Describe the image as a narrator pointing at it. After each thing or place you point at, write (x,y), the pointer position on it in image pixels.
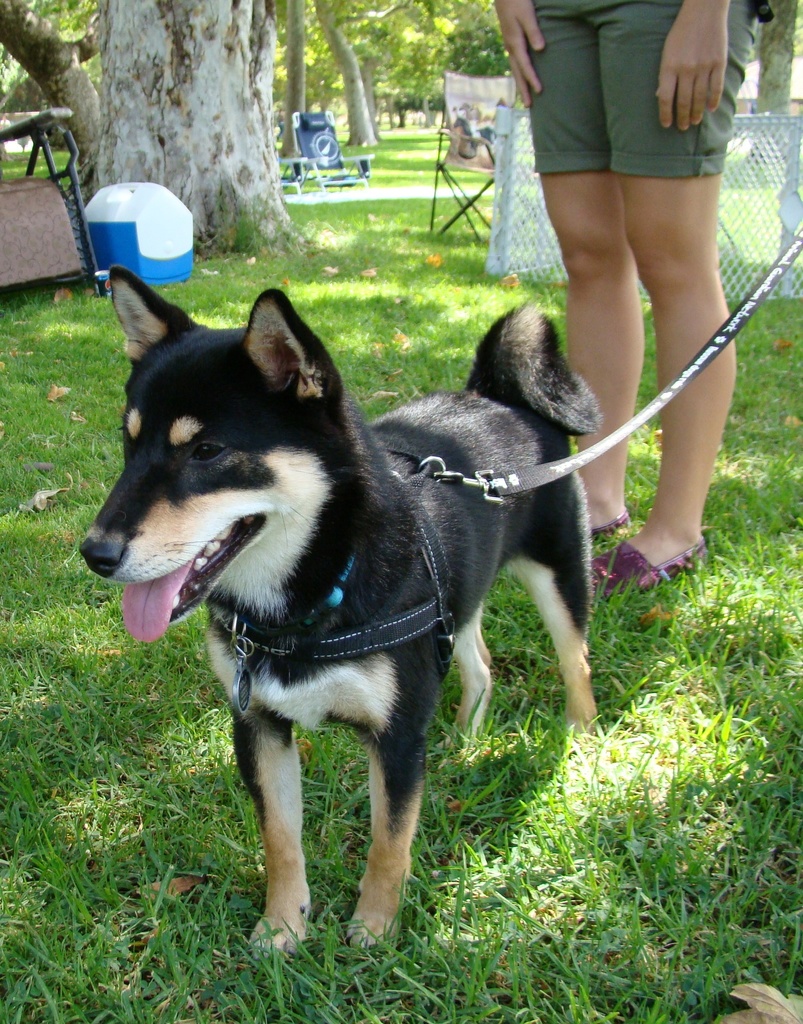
In the foreground of the picture (309,708) there are dry leaves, grass (311,806) and a dog (430,454). In the center of the picture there is a person (621,195) standing. At the top (257,47) there are trees (331,51). In the center of the background (319,142) there are chairs (308,138). On the right (762,133) there is net (494,203). On the left (44,218) there is a chair (6,194) and a box (143,219).
